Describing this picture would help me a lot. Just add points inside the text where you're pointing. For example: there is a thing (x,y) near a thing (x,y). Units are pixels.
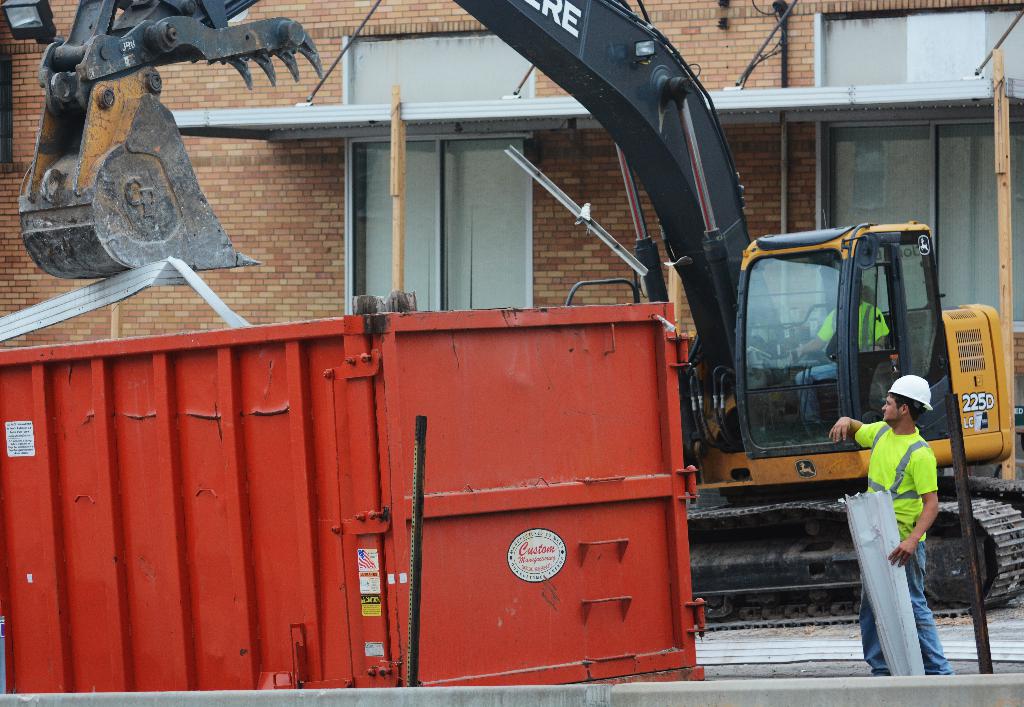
In this image, we can see a crane (933,423) and a container (36,389). We can also see some people (894,448). Among them, a person (910,553) is holding an object (879,529). We can see the ground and the wall (802,40) with some objects (981,248). We can see some wooden poles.
